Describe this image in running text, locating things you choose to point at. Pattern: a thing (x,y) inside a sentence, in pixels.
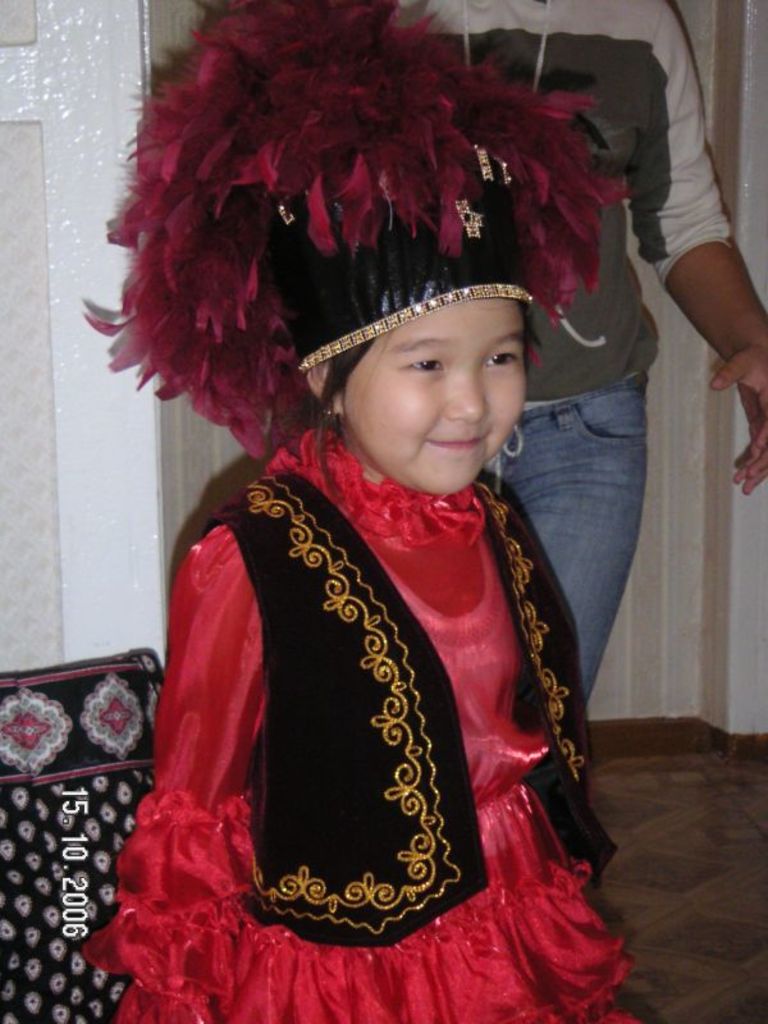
In this image, we can see a kid (303,753) is smiling and wearing a hat (332,341). Background (585,513) we can see a person (586,524), wall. On the left side (114,739), there is a cloth (114,739). At the bottom (687,882), we can see a floor (696,886). Left side of the image (78,899), we can see a watermark (76,865). It represents date.
